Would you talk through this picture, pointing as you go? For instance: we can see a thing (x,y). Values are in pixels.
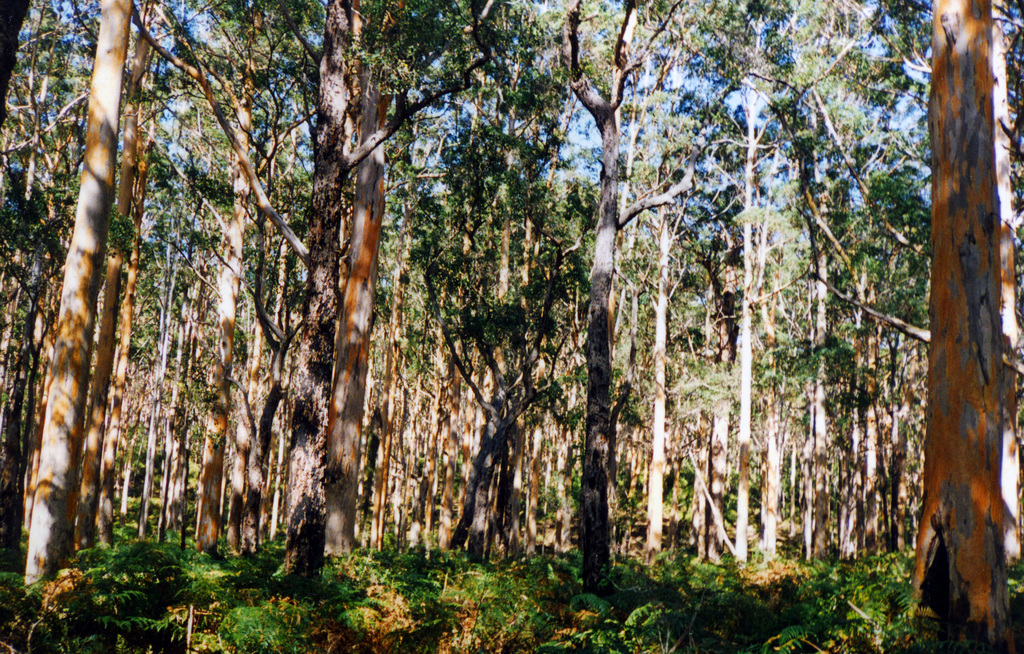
In this picture we can observe trees (380,406). There are some plants (217,608) on the ground (450,562). In the background (585,120) there is a sky (589,133).
